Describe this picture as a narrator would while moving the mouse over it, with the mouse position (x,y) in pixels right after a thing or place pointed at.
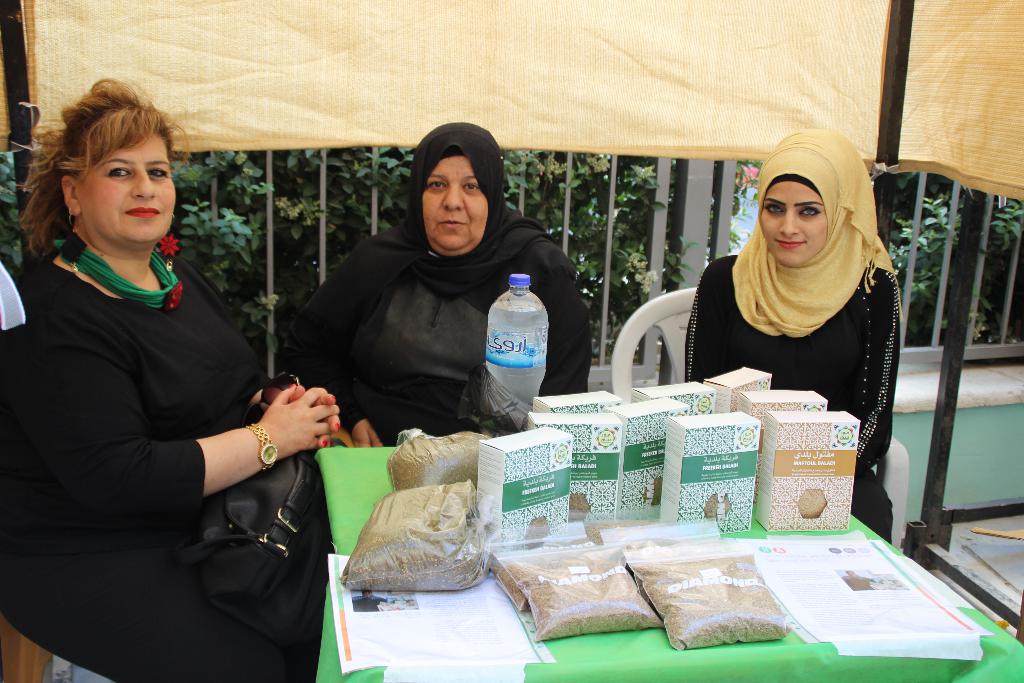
In this image there is a table (469,577), on which there are few packets (433,499), bottles (525,351), covers (490,377), in front of table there are three women (719,340) sitting on chairs (636,331), behind them there is a railing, on the right side (895,64) there is a pole (877,182), there are some plants (338,167) visible behind the railing (697,160).
